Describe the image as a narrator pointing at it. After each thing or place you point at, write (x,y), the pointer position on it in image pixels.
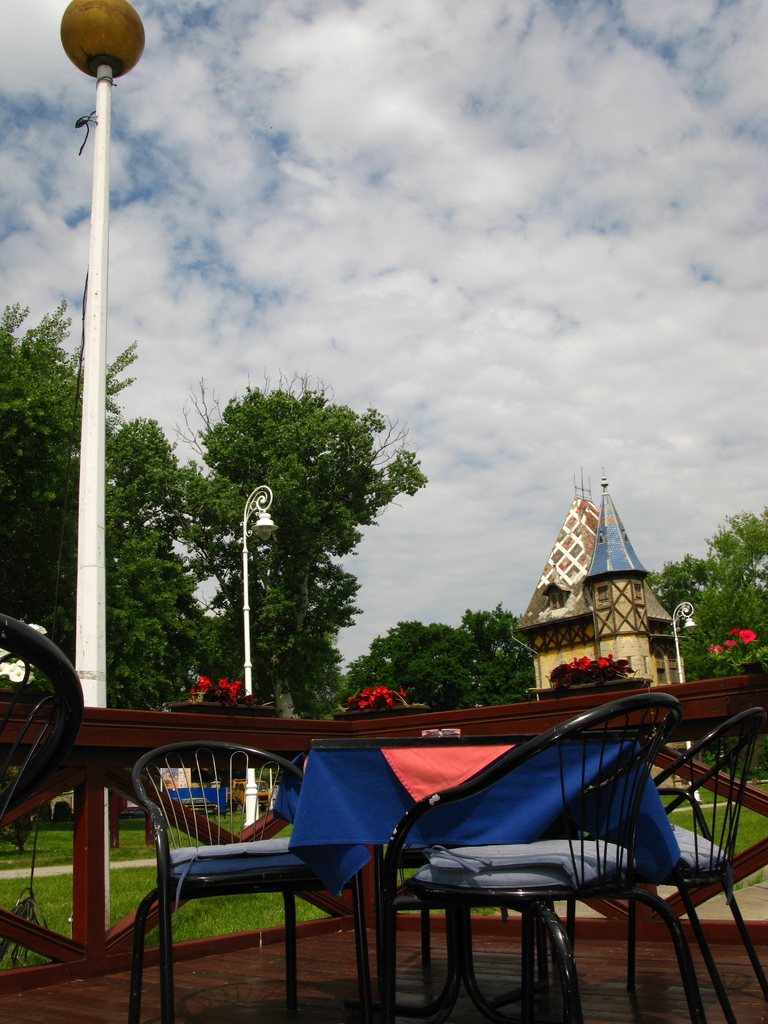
In the foreground of the picture (660,720) I can see the table (442,813) and chairs (179,809) on the wooden floor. I can see the table (374,754) covered with a multi color cloth (410,769). I can see the wooden fence (676,693). I can see two decorative light poles (266,524) on the left side (99,551). In the background (612,606), I can see a house construction (562,569) and trees (764,629). There are clouds (539,355) in the sky (469,292).
